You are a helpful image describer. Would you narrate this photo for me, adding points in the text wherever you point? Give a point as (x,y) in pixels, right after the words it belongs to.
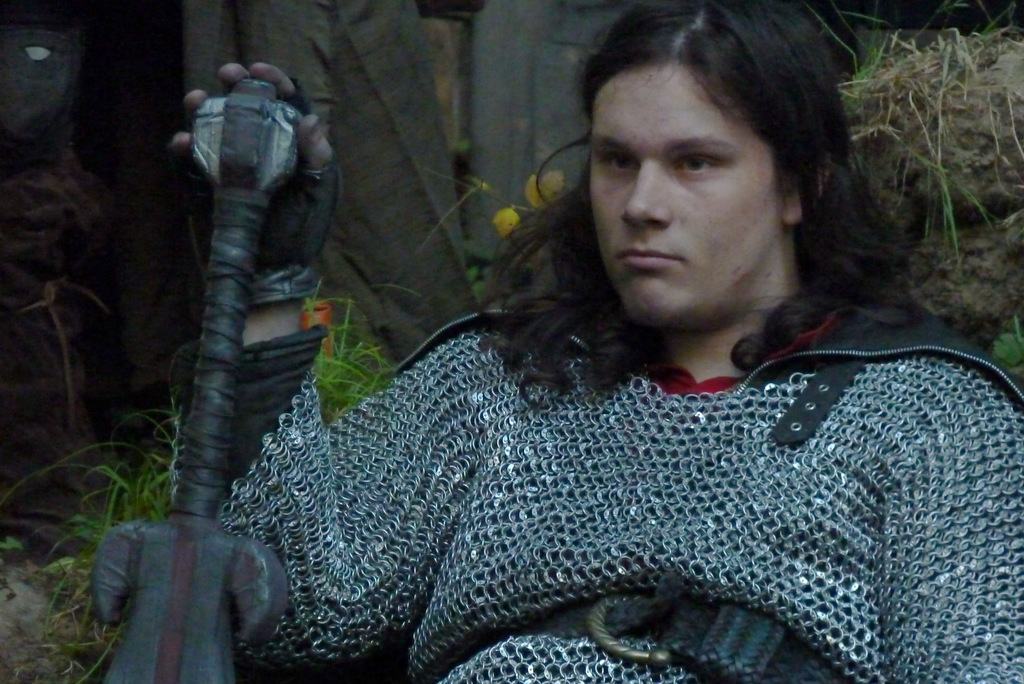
A person (762,279) is present wearing a chainmail shirt (400,494) and holding a sword (182,568). There are plants (901,145).
